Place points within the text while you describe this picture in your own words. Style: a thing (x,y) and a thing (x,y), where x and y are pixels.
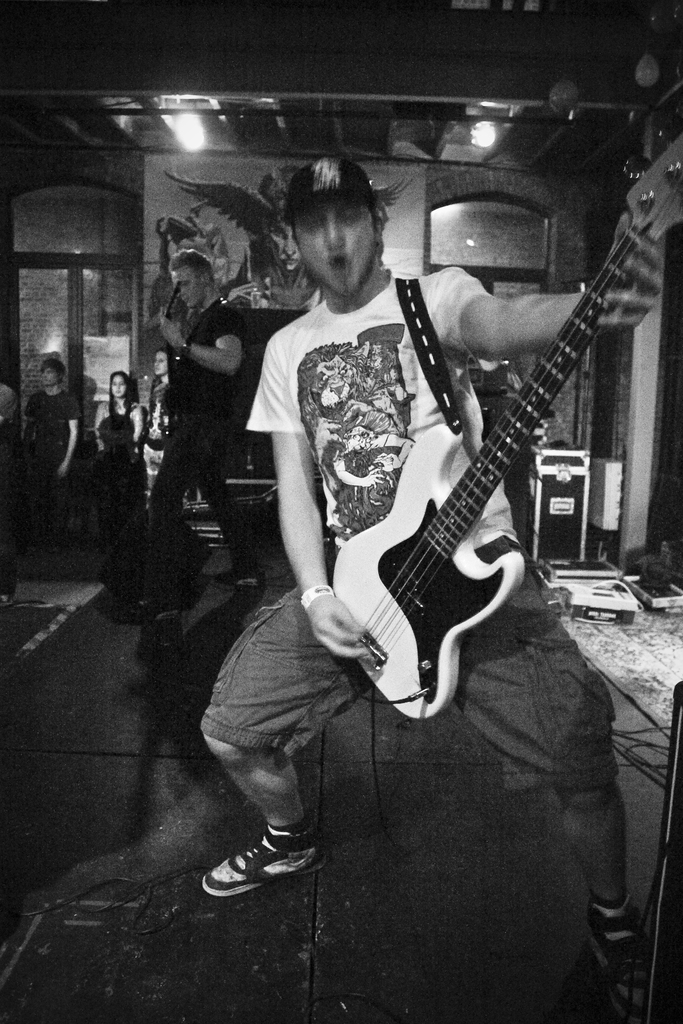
There are few people (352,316) standing on a room (379,865) and man (268,744) holding a guitar (674,168) and playing it.
